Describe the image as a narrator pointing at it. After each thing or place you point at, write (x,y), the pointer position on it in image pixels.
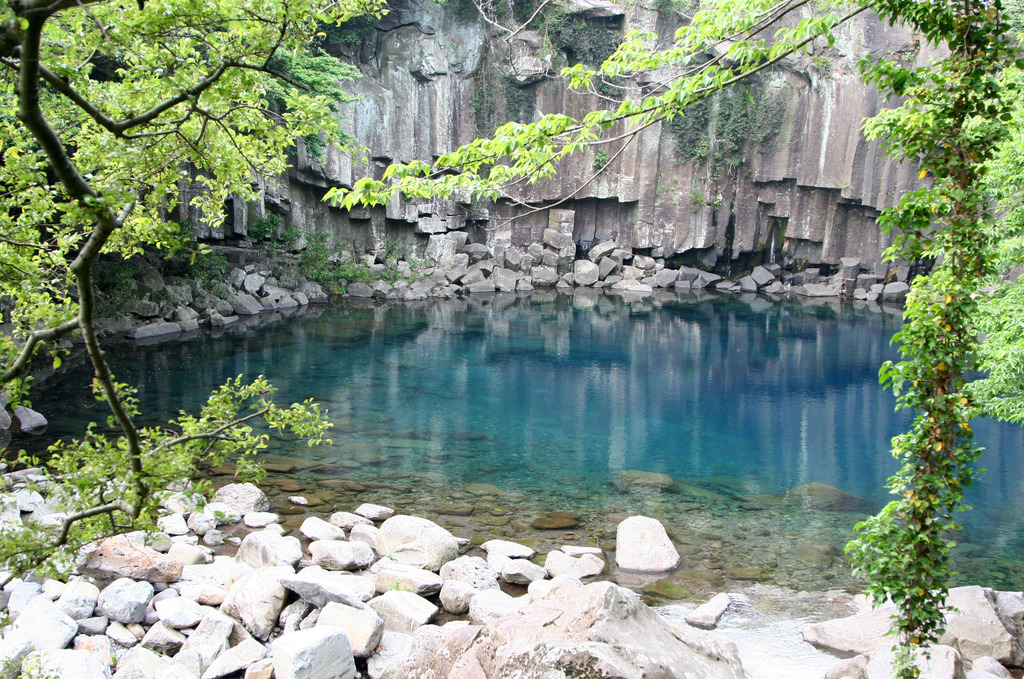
At the bottom of the image (357,597) there are stones (170,567). Behind the stones (140,543) there is water (536,327). On the left side of the image (134,32) there is a tree (160,153) and on the right side of the image (911,203) there are trees (963,299). And in the background (246,269) there is a hill (677,129) with rocks (294,182).
